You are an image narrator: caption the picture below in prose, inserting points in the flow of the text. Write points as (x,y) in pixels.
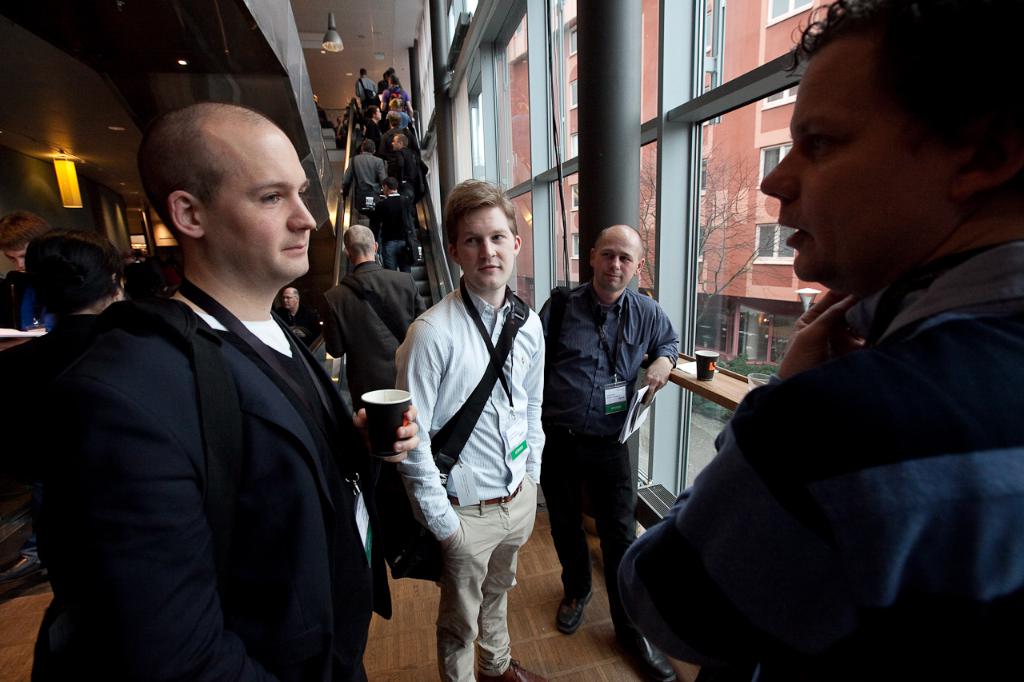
In this image we can see many people (152,400). There are two buildings (550,162) in the image. There are few lamps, a tree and a street lamp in the image. A person (184,444) is holding a glass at the left side of the image (260,529) and a person (643,352) is holding an object (640,400) at the right side of the image (799,338).
